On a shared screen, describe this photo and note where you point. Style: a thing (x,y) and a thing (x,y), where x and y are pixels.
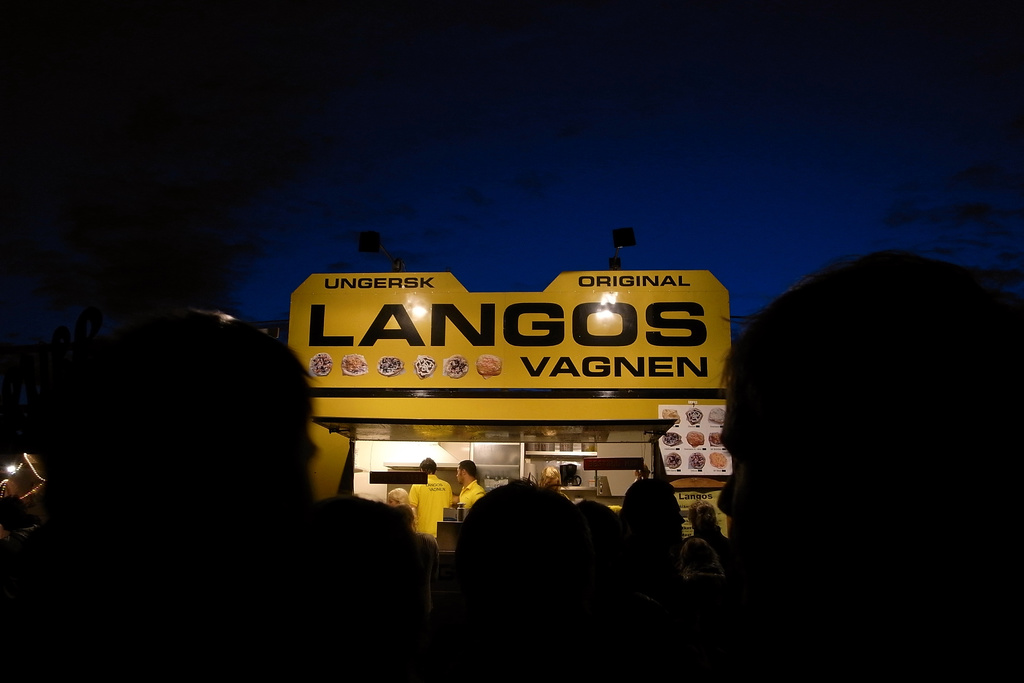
In this picture we can see a group of people (444,633) and in front of them we can see three people (429,479), posters (679,428), lights (604,304) and some objects (497,482) and in the background (428,200) we can see the sky (669,204).
